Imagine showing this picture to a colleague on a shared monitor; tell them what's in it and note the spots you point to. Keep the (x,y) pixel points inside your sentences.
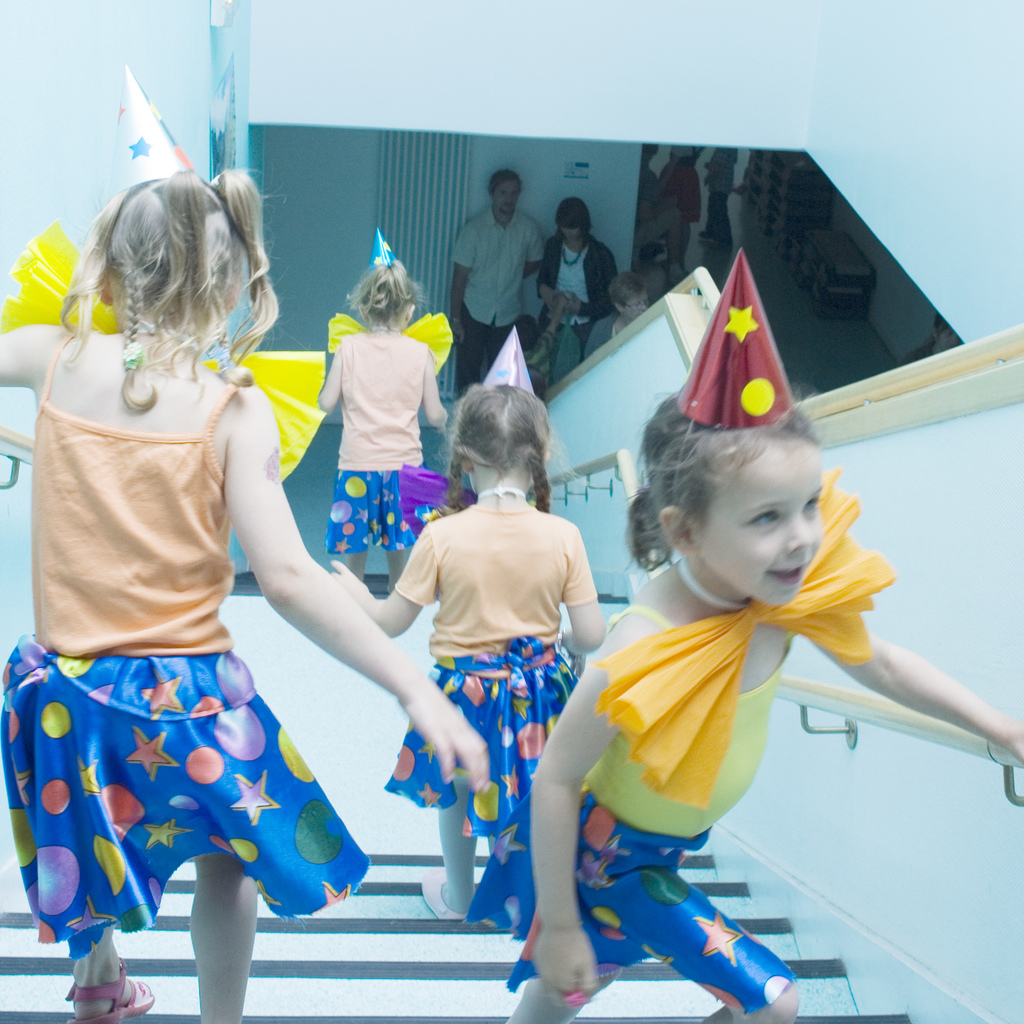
In the picture we can see some children (626,723) are walking on the steps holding the railing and down the steps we can see two people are standing near the wall (684,363).
